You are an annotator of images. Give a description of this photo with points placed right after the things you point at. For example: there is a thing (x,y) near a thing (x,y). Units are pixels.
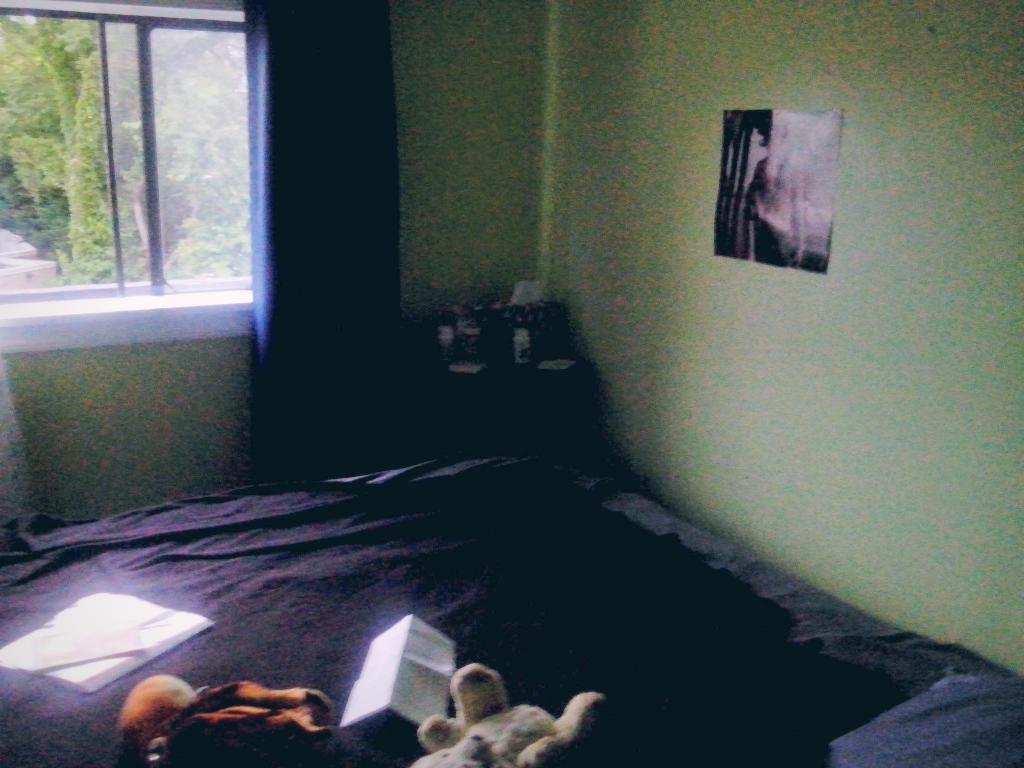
We can see dolls (440,729), book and papers (77,614) on bed (521,586) and we can see poster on a wall (651,323), window (204,288) and curtain (302,176), through this window (153,151) we can see trees (212,228).
